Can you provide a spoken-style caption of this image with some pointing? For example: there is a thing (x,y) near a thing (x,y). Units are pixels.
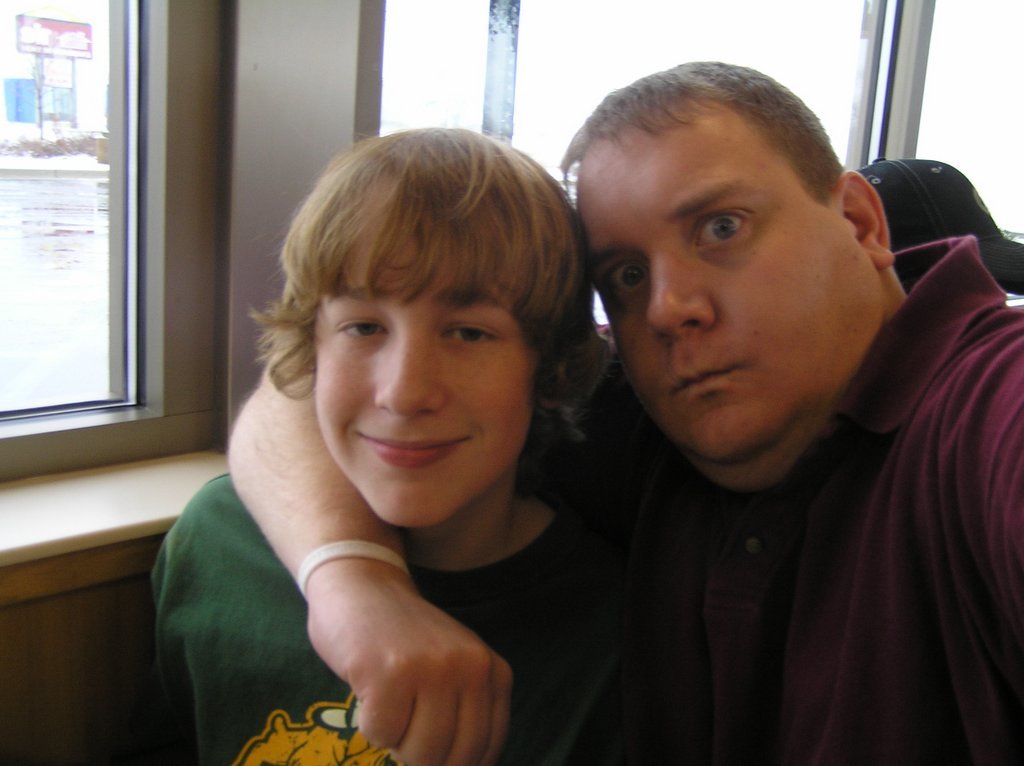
There is a man (397,610) and a boy (472,523). In the back (63,183) there are windows (533,101). Through the windows (45,177) we can see water (69,223) and some other items (51,99).
